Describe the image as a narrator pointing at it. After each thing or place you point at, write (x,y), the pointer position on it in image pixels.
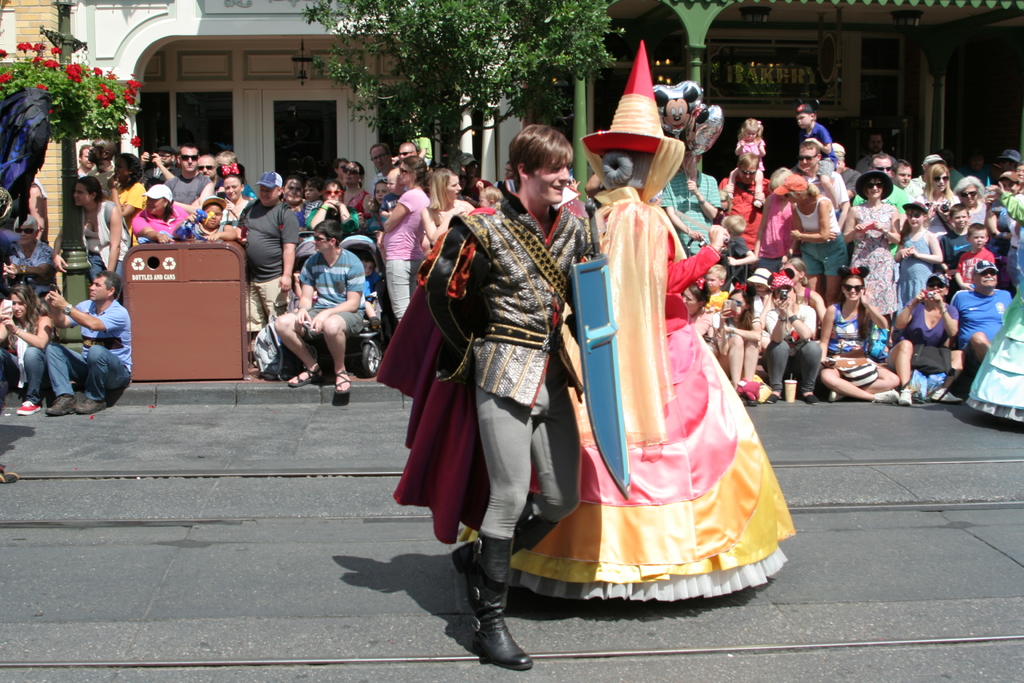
In this image I can see a group of people (792,312) wearing different color dresses (847,174). In front (543,294) I can see two people (556,302) are wearing different costumes (534,360). Back I can see buildings (134,17), doors (307,127), windows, trees (549,40) and poles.
